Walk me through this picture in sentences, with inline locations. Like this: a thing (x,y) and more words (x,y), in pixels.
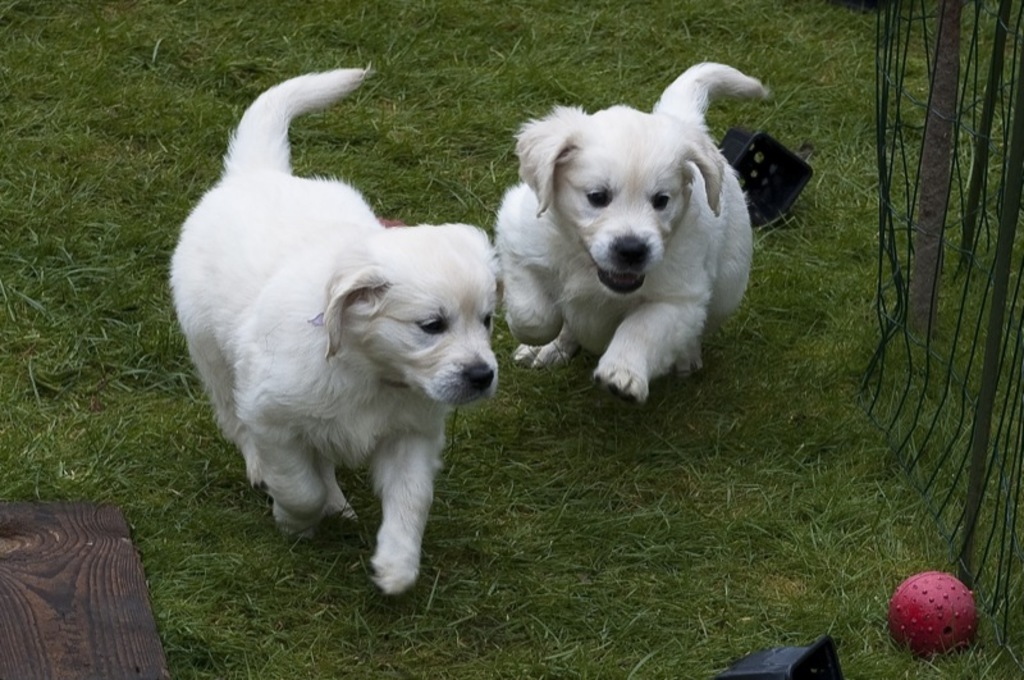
In the picture there is ground (568,498), there are two puppies (637,365) playing with a ball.
